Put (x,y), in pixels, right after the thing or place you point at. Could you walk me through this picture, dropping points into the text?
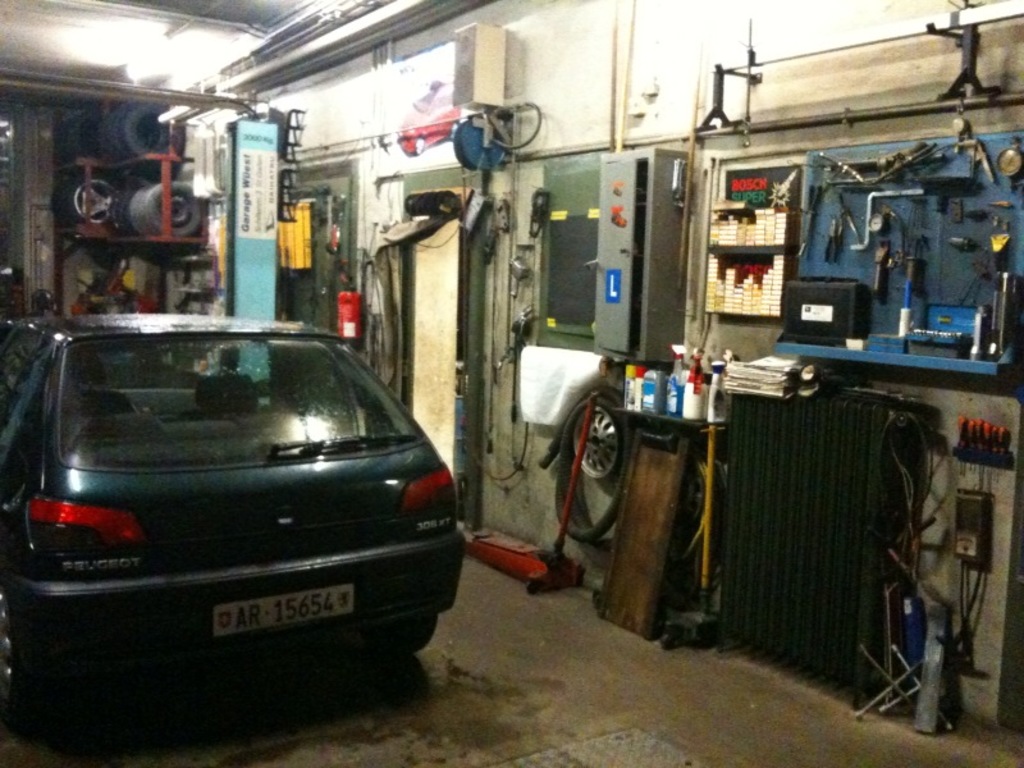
On the left of the picture (169,445) there is a car (185,416). The picture is taken in a mechanic shed (329,275). In this picture there are tools (581,441), rim (610,423), tube (615,406) and other objects (936,347). At the top (303,60) there are iron pole (224,101).
